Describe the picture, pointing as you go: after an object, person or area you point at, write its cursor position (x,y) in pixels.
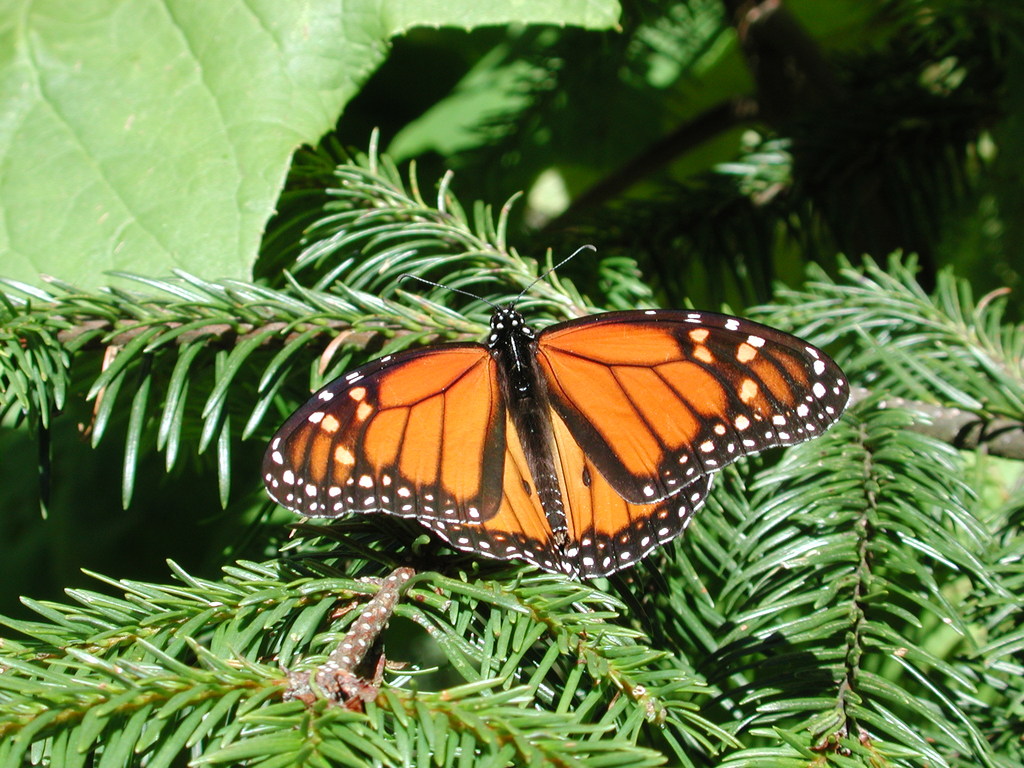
In this image there is a butterfly (453,511) on a plant (652,712).
